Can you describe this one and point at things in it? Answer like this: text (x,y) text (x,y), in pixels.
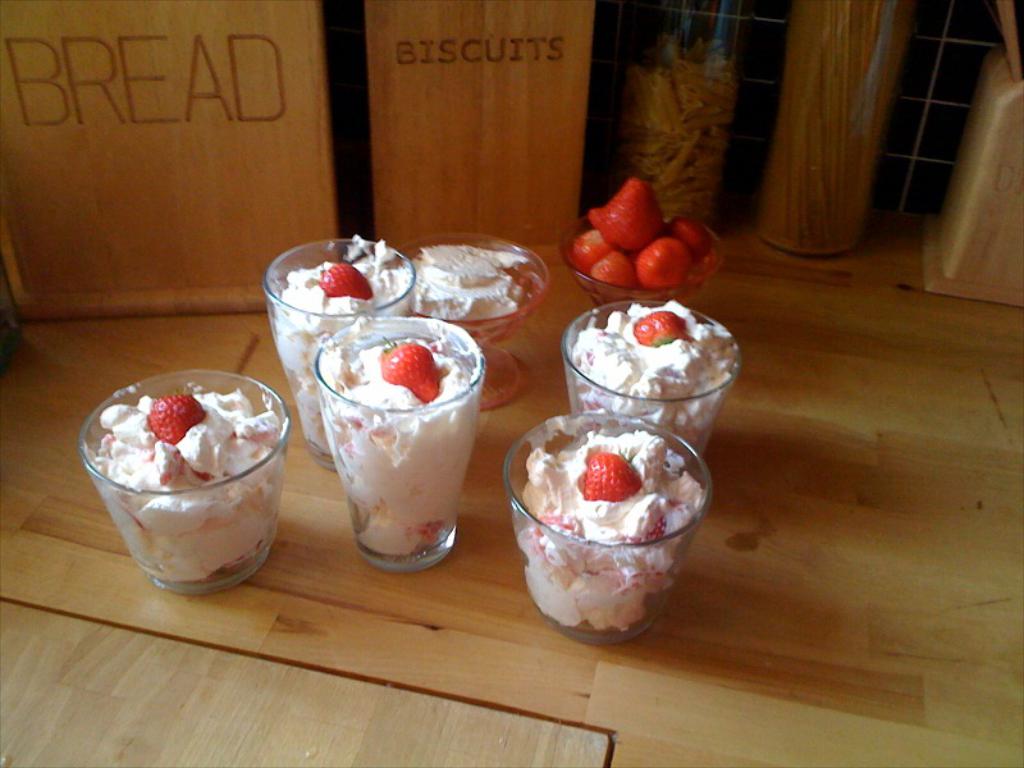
In this image there are glasses (332,414) on the wooden object (746,561), there are bowls (529,264), there is cream (374,438) in the glass (426,437), there is cream (480,282) in the bowl (522,285), there are fruits (654,236) in the bowl (696,263), there are objects (698,112) towards the top of the image (575,101), there is text (460,57) on the objects (432,57), at the background of the image (931,71) there is a wall (927,84).
